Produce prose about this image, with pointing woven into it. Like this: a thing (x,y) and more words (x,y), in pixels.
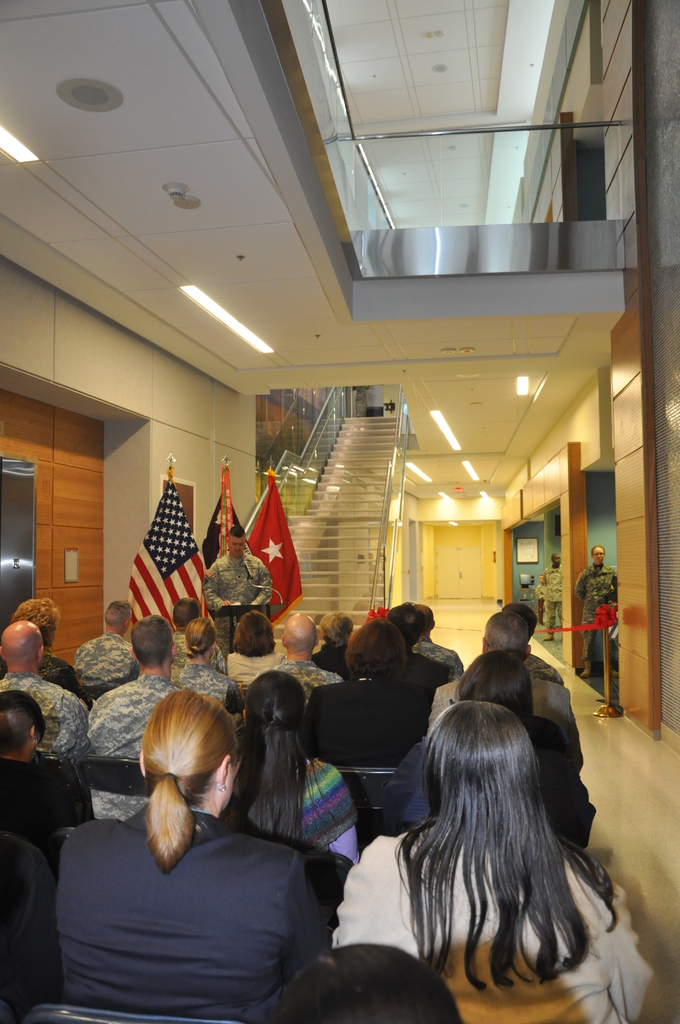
In this image there are so many people (250,628) sitting on chairs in front of them there is a person (261,570) standing where we can see there are some flags (140,584) also there are stairs (341,573) behind them in the building (648,174).
